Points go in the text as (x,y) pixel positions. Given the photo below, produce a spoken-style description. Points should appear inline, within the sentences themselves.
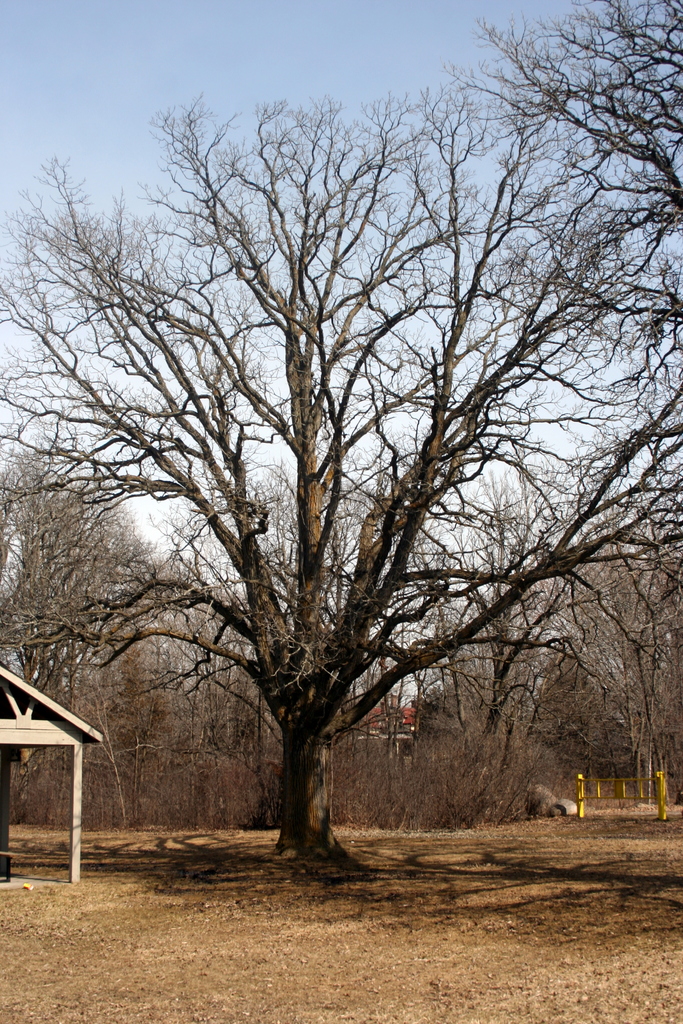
In this picture we can see trees (129,584), ground (276,906), shed (70,827) and fence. In the background of the image (97,33) we can see the sky (101,42).
